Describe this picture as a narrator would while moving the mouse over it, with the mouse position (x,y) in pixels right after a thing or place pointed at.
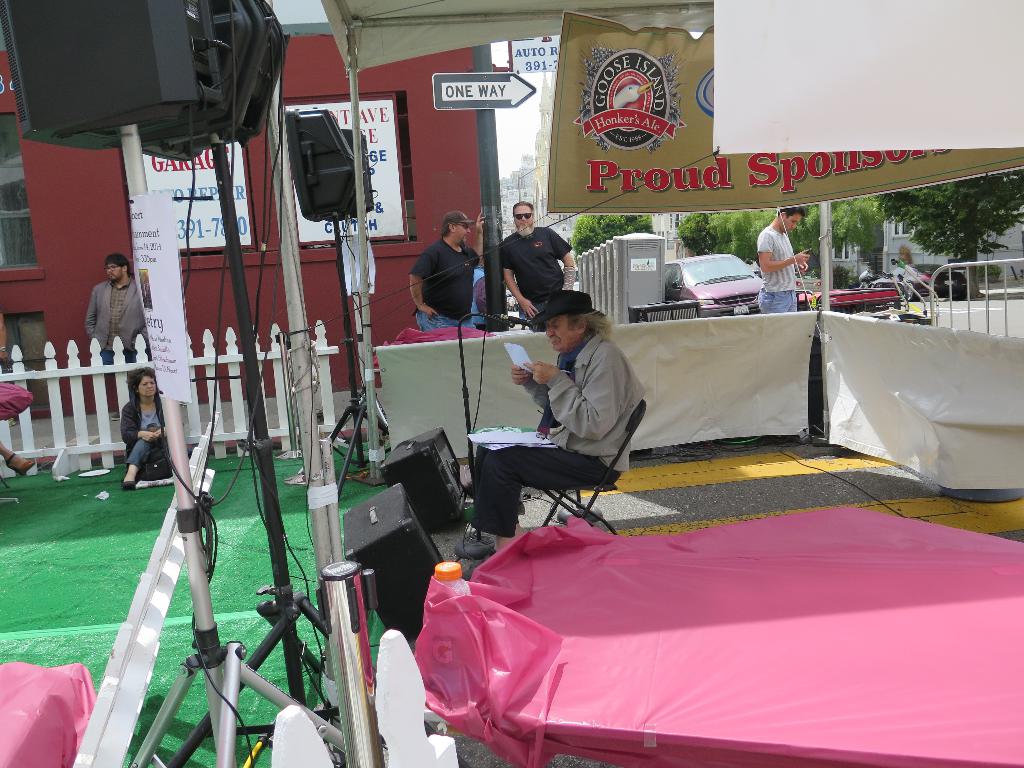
In this image there is a person (611,413) sitting on the chair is holding the papers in his hand (514,381). Around the person (502,481) there are speakers (454,488) on the floor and on the metal rod stands (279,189). On the floor (746,510) there are bottle (451,566) and two covers (46,666). Beside the person (560,388) there is a woman (136,422) sitting on the floor (81,537). Behind the woman (141,441) there is a wooden fence (25,425). Behind the fence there are a few people (129,322) standing and there are few cars (711,258) parked on the road (638,484). In the background of the image (687,243) there are trees (726,237), sign boards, buildings (466,144) with posters (383,160) on it.
